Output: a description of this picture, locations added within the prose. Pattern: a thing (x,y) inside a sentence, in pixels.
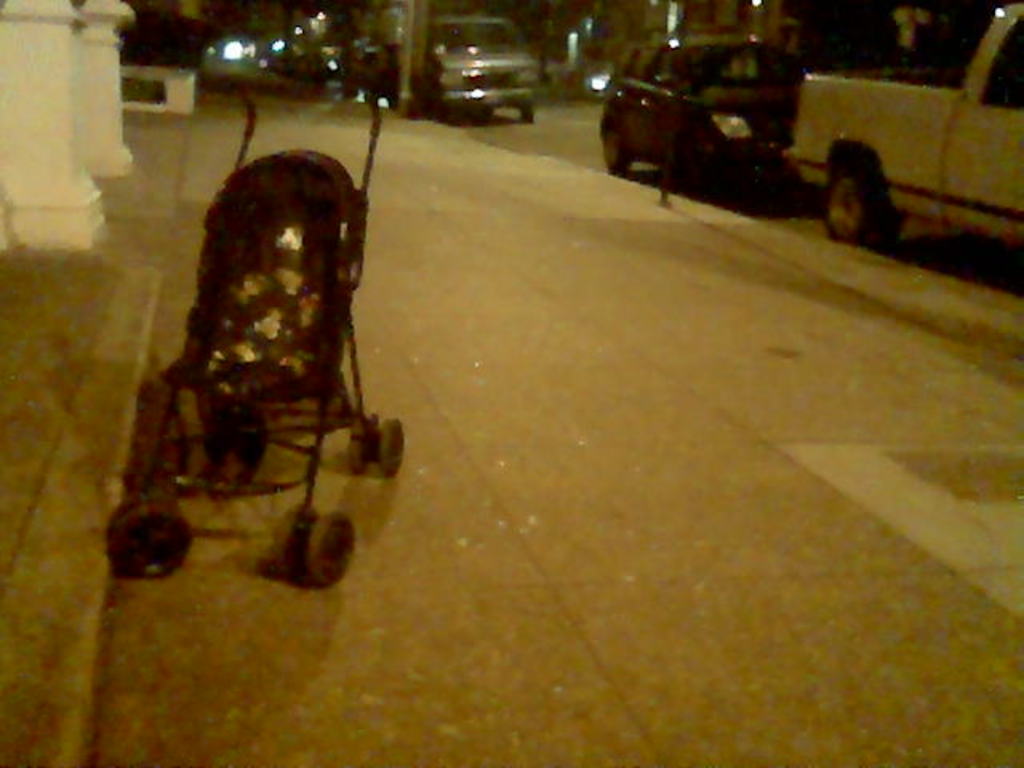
In the image there is a baby stroller (220,281) on the footpath (405,339) and behind that there are two pillars (88,100), on the right side (721,175) there are few vehicles (514,86) on the road (567,106).
